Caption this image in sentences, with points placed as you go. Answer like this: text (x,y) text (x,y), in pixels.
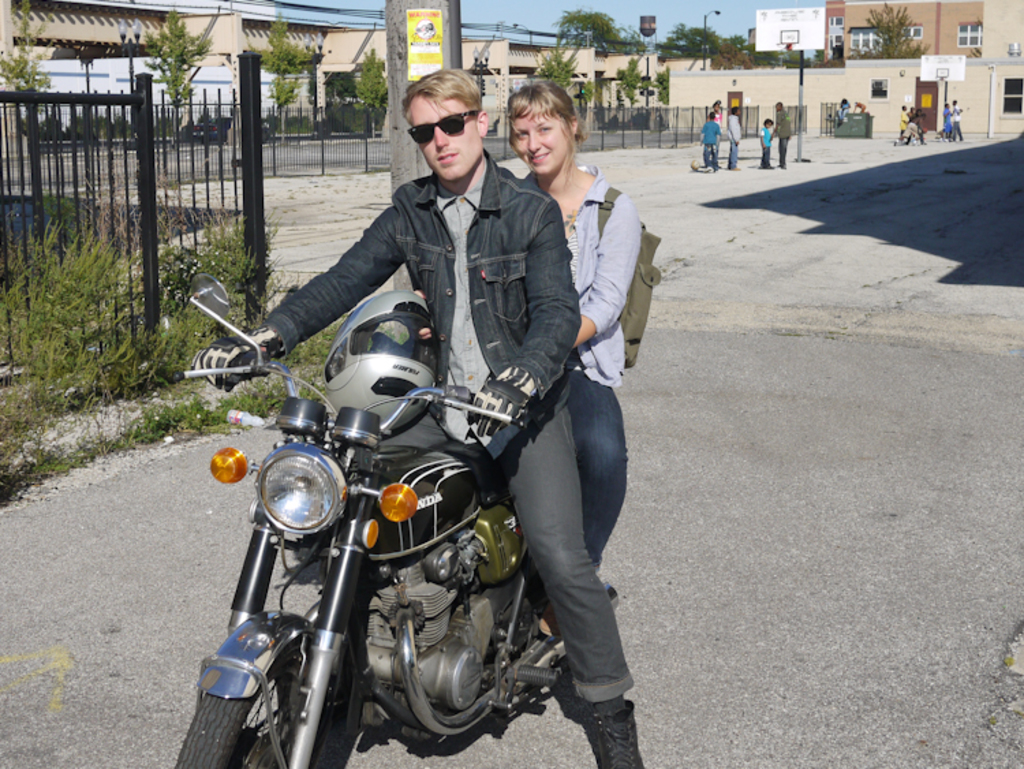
There is a man (439,154) wearing a goggles (460,120) and gloves (489,408) is sitting on a bike (437,542). Behind him there is a lady (621,273) wearing a bag (608,203) is sitting. There is a helmet (344,392) on the bike (328,406). Beside them there is a railings (95,293) and plants (102,391) on the sidewalk (96,434). In the background (882,50) there are building (954,30) with windows (961,41), trees (890,20), basketball court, basketball net (790,29). Some people (731,142) are standing. There are many trees (564,69).
